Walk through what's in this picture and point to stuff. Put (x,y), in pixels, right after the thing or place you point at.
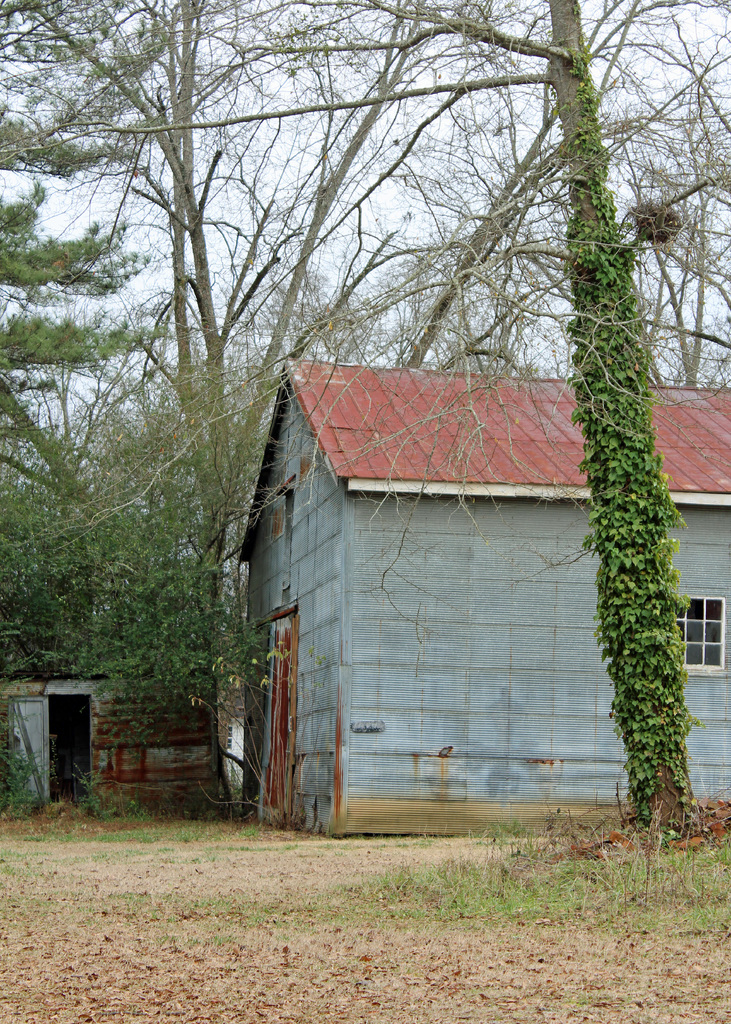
In this image I can see the ground (284,937), some grass (380,905) on the ground (503,892), few trees (628,702) which are green and ash in color and few houses (279,697). I can see the window (707,624) and in the background (271,253) I can see the sky (271,184).
